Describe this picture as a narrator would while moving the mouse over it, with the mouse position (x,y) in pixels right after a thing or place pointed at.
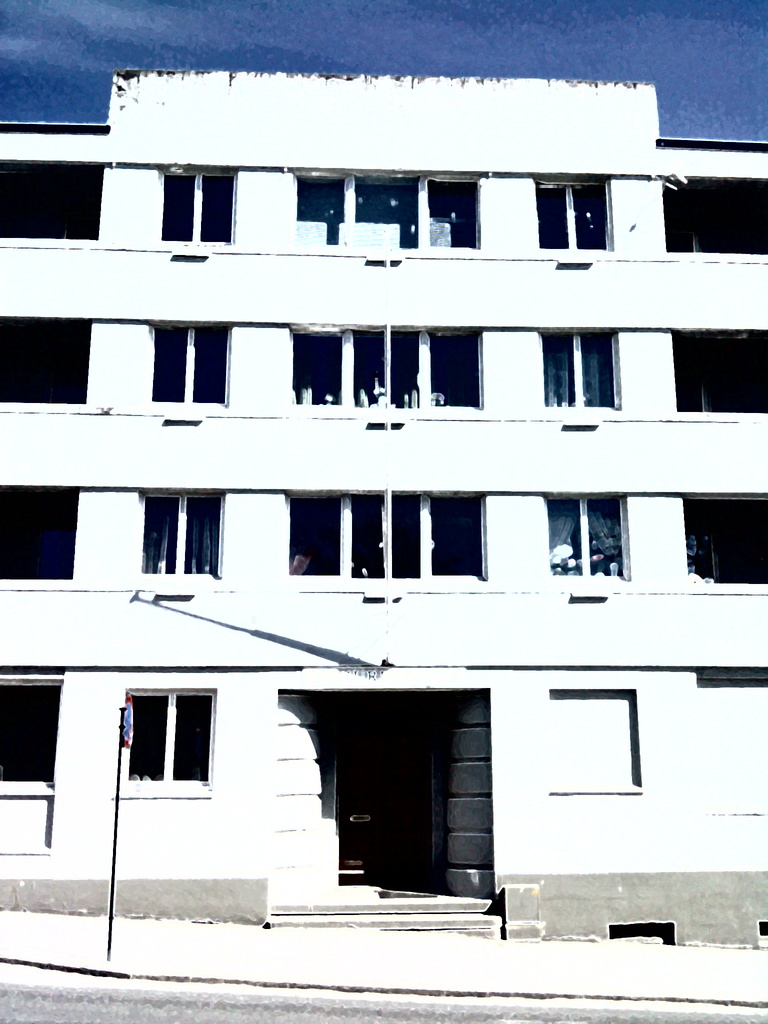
In front of the image there is a road (64,1005). There is a pole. In the background of the image (272,549) there is a building (496,780). At the top of the image (362,54) there is sky (591,59).
